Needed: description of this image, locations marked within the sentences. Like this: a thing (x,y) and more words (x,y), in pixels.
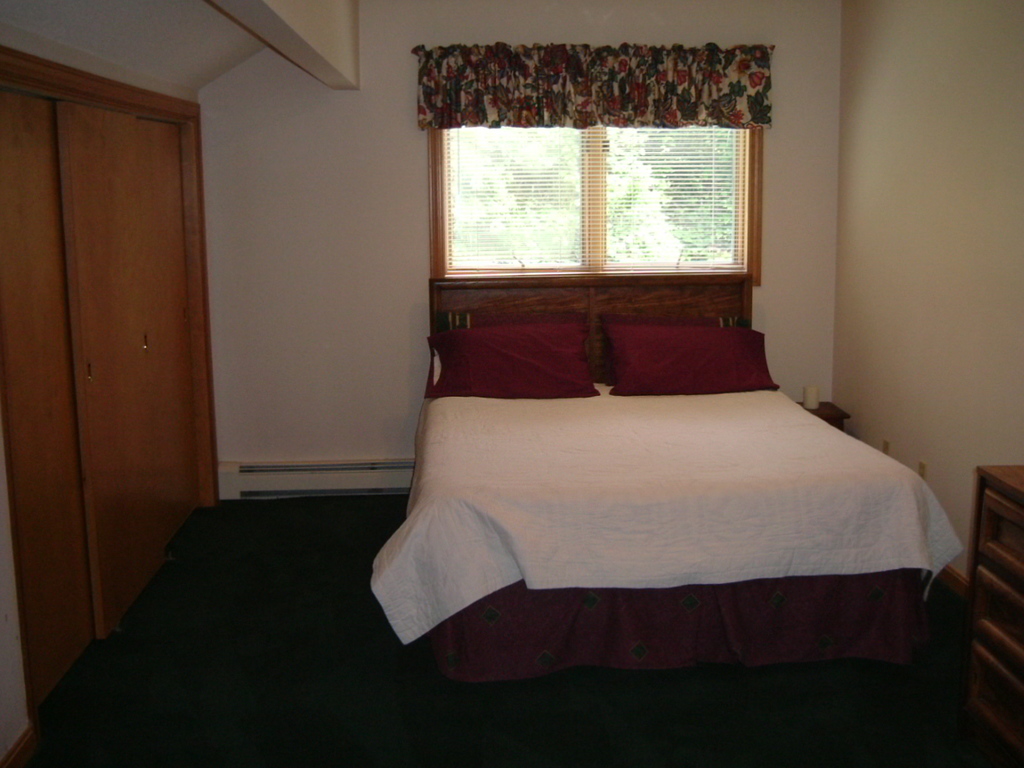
In this image I see a room (758,745) in which there is a wardrobe (1,60), the wall (292,425), a window (757,227) and the bed (718,513).
